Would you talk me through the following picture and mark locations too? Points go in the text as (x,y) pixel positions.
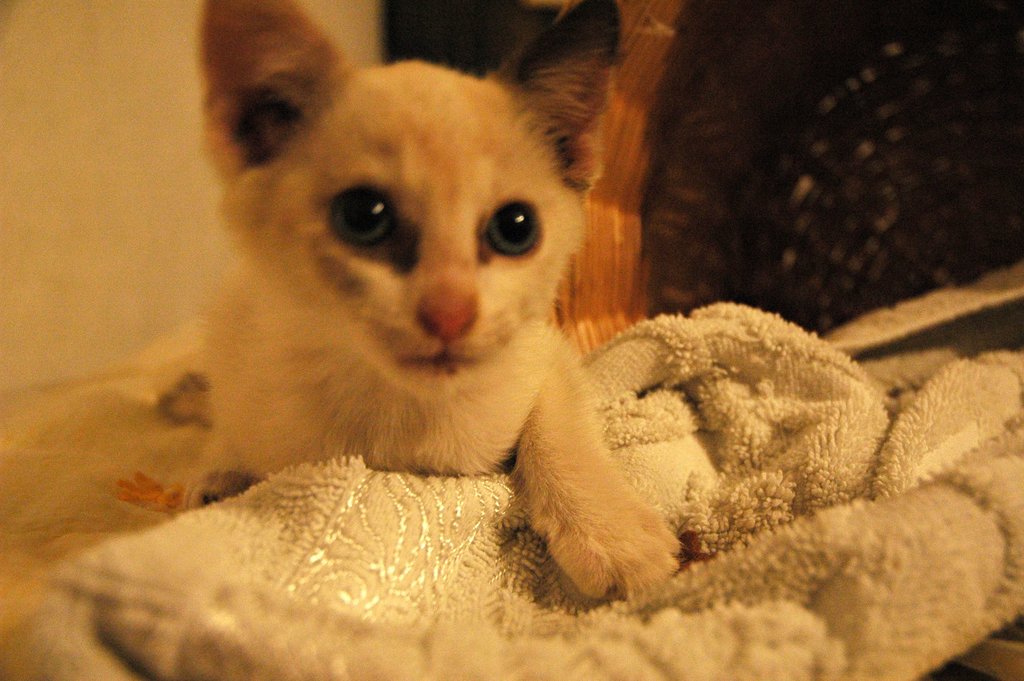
In this image in the center (396,379) there is one cat (338,282) and at the bottom (359,510) there is a towel (797,494), and in the background (779,208) there is some object (767,186) and wall (128,134).
